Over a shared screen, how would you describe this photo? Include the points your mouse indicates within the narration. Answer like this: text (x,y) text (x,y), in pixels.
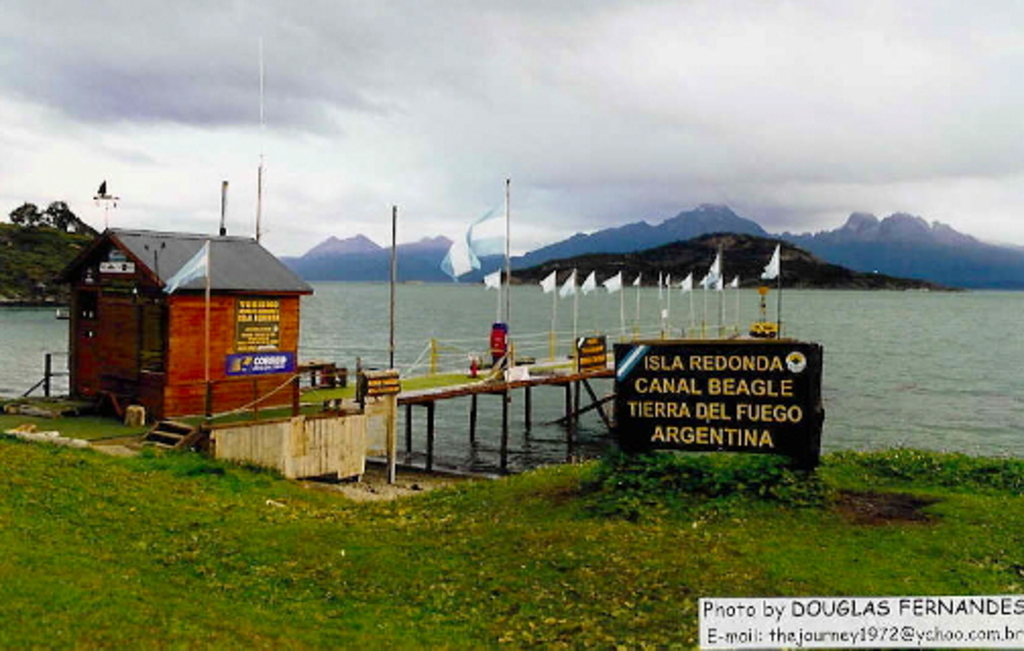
This image is clicked outside. There is water (354,317) in the middle (466,419). There are mountains (609,256) in the middle (372,264). There is some room (125,357) on the left side (146,328). There is sky (419,101) at the top (390,138).
